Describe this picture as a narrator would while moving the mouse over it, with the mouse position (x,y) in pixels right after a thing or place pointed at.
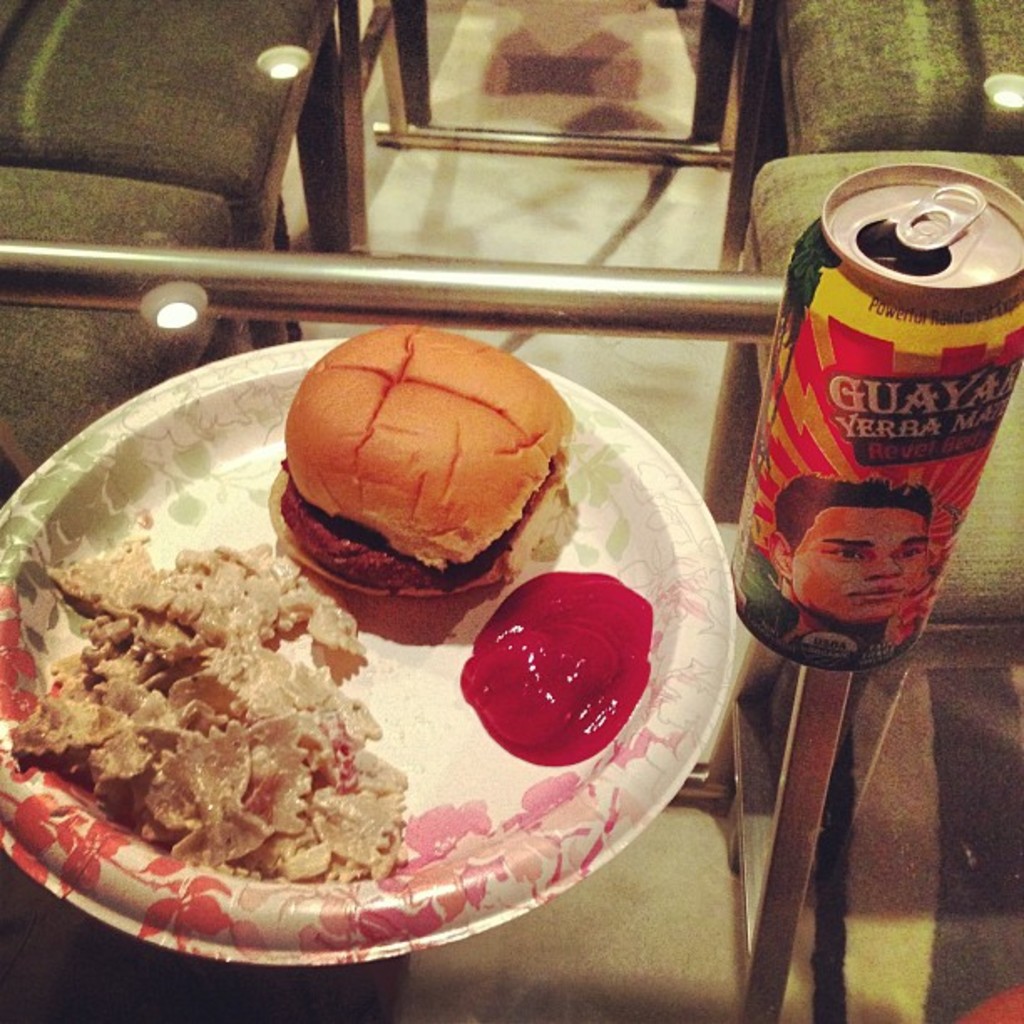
In this image I can see few food items (252,761), they are in brown, cream and red color, and the food (495,407) is in the plate (419,886). The plate (432,872) is in red and white color, and I can also see a tin (811,525). The plate (654,538) and the tin (801,548) is on the glass table (657,861).
